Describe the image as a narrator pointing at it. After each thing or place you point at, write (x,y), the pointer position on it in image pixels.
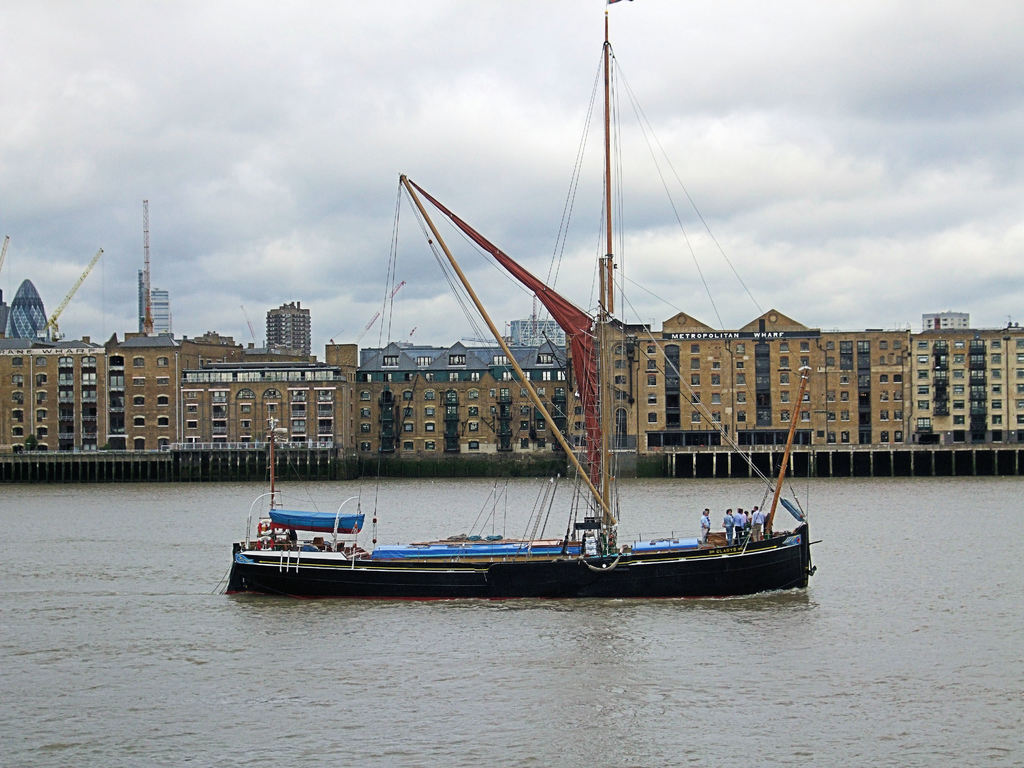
In this image we can see a ship (601,358), strings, people (744,524) and other objects (678,540). In the background of the image (683,364) there are buildings (972,361), cranes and other objects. At the top of the image (436,128) there is the sky (662,144). At the bottom of the image (708,696) there is water (580,712).
